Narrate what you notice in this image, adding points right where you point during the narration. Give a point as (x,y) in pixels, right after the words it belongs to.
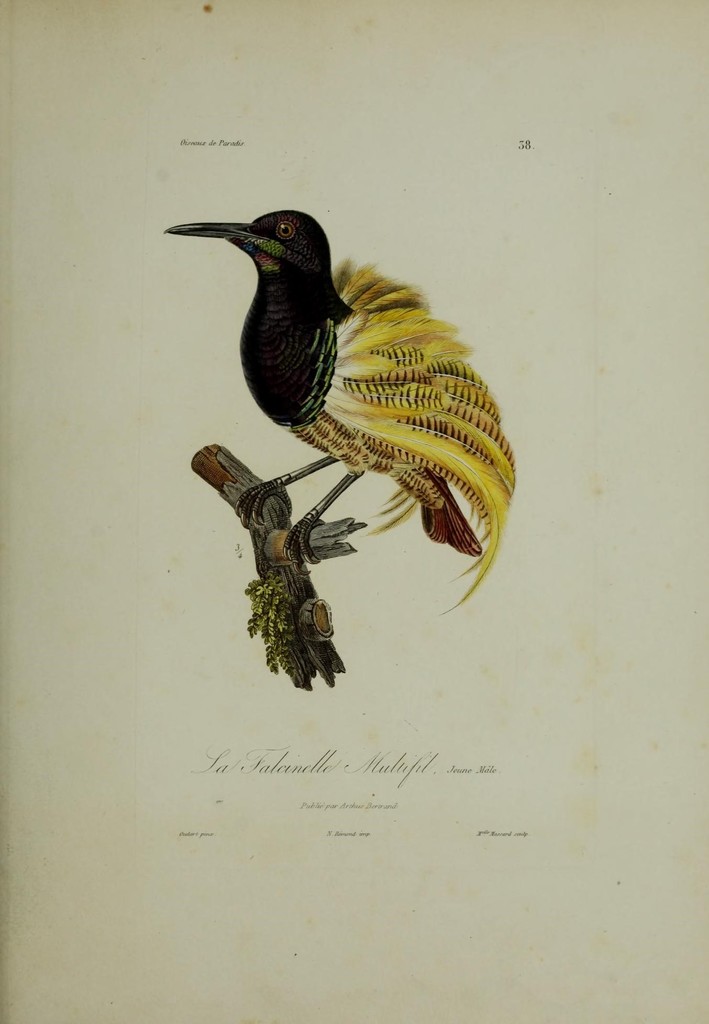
In the center of the image (354,356) a bird (265,347) is present on the branch (233,460). At the bottom of the image (328,757) some text (284,761) is there.
